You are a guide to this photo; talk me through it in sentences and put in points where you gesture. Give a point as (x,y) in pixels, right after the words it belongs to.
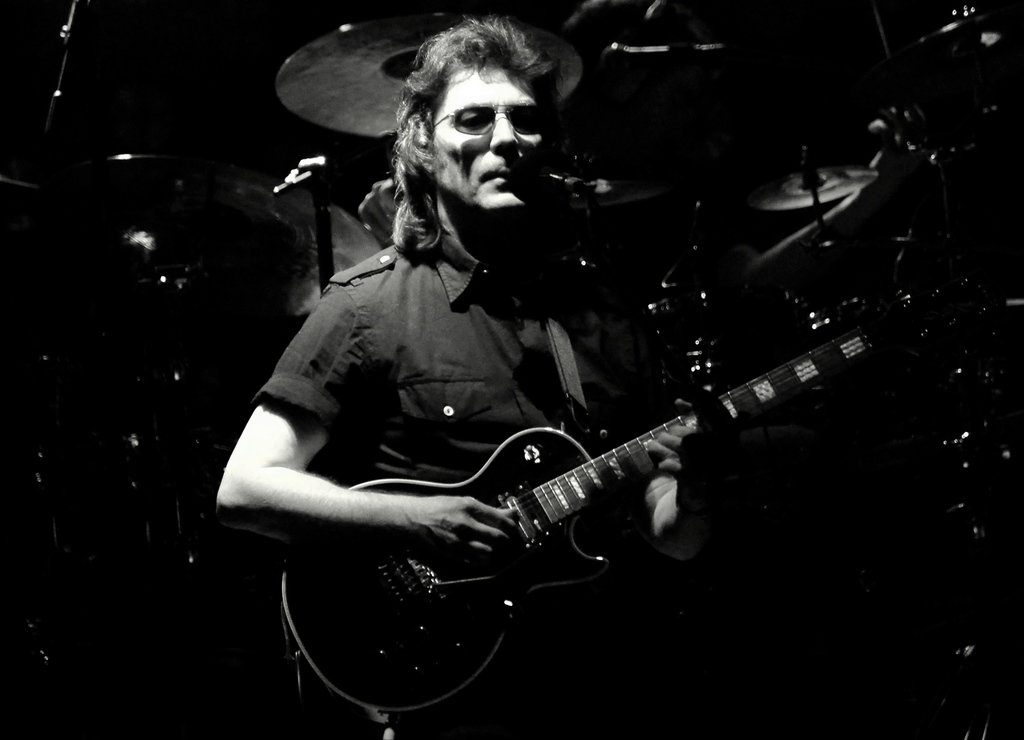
In the picture there is a man (433,252) playing a guitar (533,556) and background of him there is a drum kit (328,64).
